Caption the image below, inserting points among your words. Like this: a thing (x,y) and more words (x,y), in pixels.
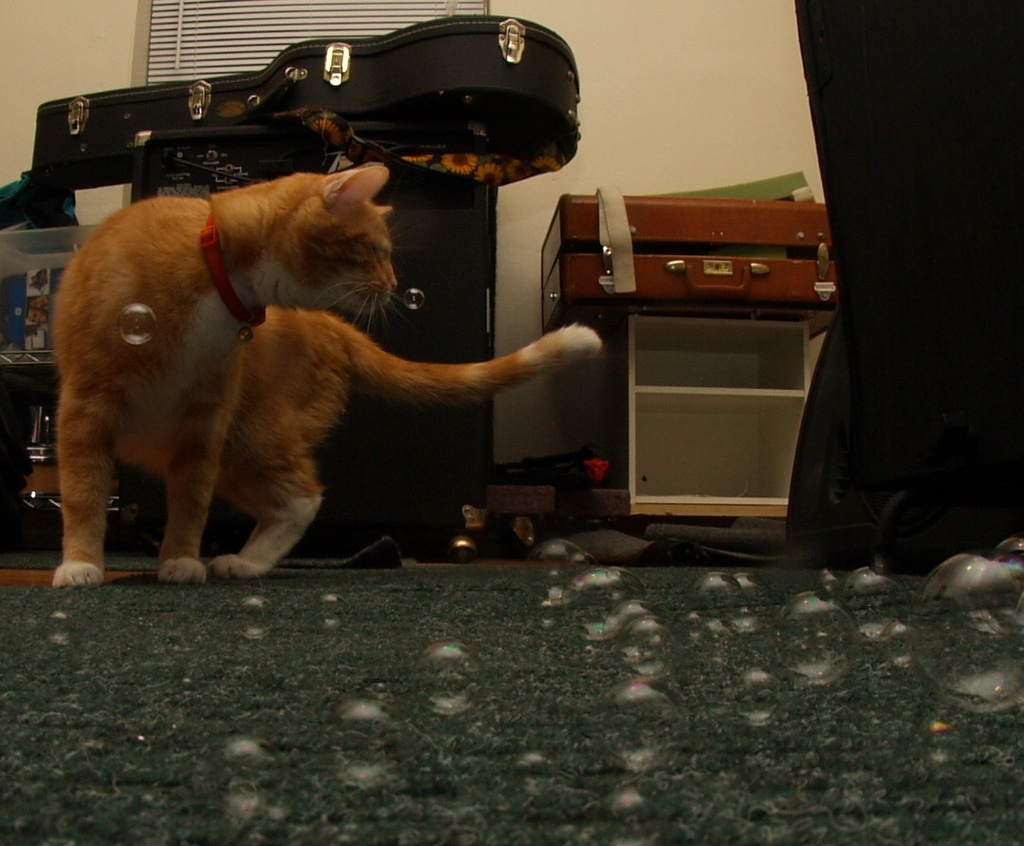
In this image I can see the water bubbles (651,704). On the left side (304,405) I can see a cat (227,421). In the background (494,136), I can see some objects (656,199) on the table (639,316). I can also the wall (613,117).
